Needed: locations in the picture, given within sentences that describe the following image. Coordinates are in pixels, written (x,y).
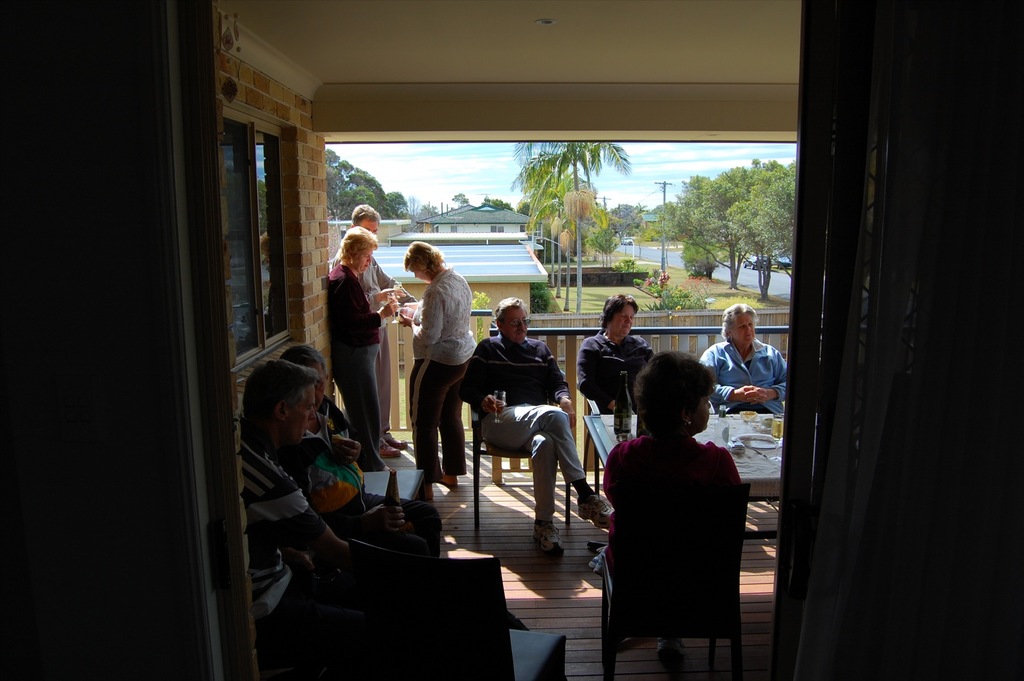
In this image there are persons (284,396) sitting and standing. In the center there is a table (771,472) which is covered with a white colour cloth (758,466). On the table (761,481) there is a plate (760,448), there is a bottle (616,402). In the background (549,214) there are trees (632,216), there are buildings (512,261) and there are plants (663,292), and the sky (425,164) is cloudy.
